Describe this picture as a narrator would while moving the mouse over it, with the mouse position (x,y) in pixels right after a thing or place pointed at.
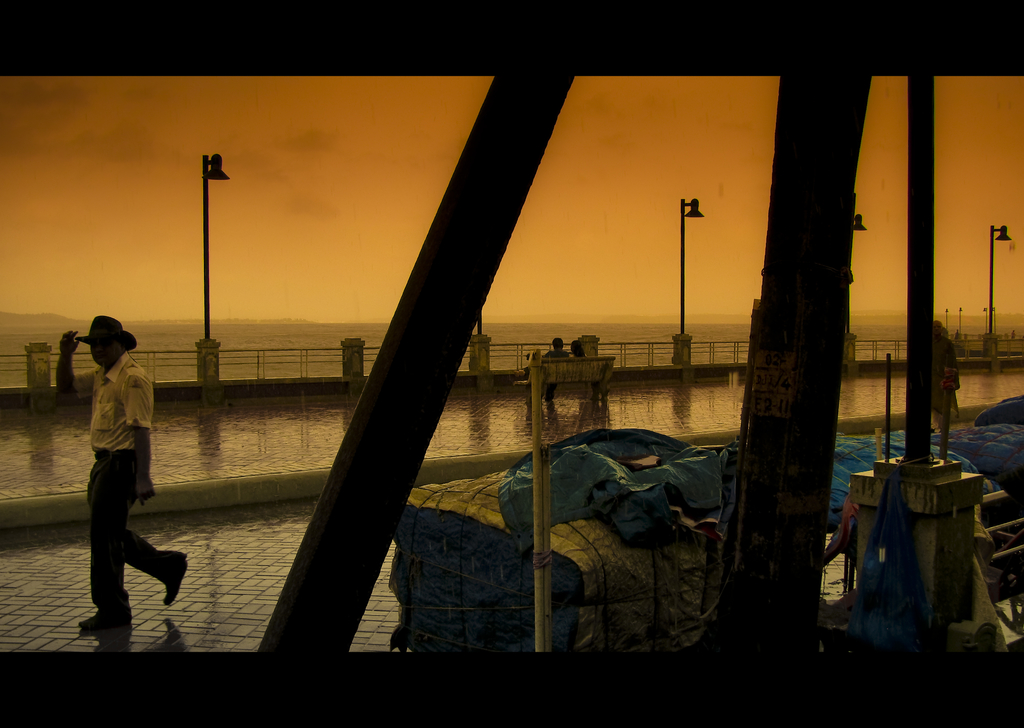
In this image on the left side (106,446) we can see a man (97,457) is walking on the road (57,463) and there is a hat (101,329) on his head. We can see rods (769,513), metal objects (823,411), covers (614,532) on the objects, a person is standing, light poles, fence (636,356), two persons (552,389) are sitting on a bench (564,369), water (271,354) and clouds (135,92) in the sky (744,142).
